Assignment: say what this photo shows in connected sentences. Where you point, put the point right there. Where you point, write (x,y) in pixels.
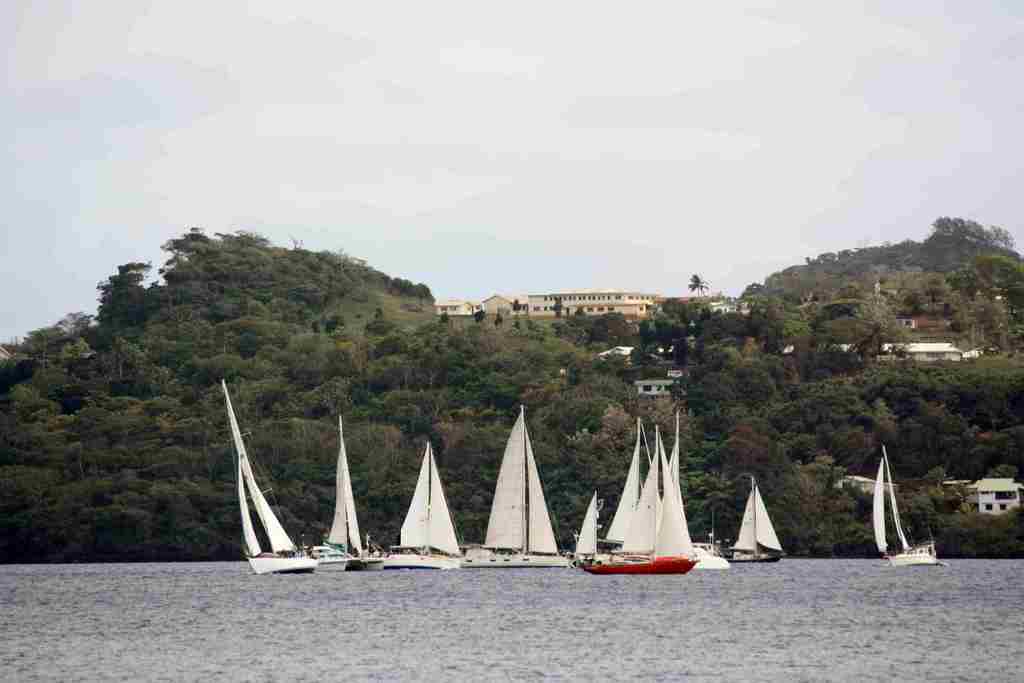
In the image there are few boats (637,549) with masts (528,511) on the water surface (362,642) and behind those boats (440,560) there are plenty of trees (803,342) and also few houses (533,296) and buildings (937,353).
